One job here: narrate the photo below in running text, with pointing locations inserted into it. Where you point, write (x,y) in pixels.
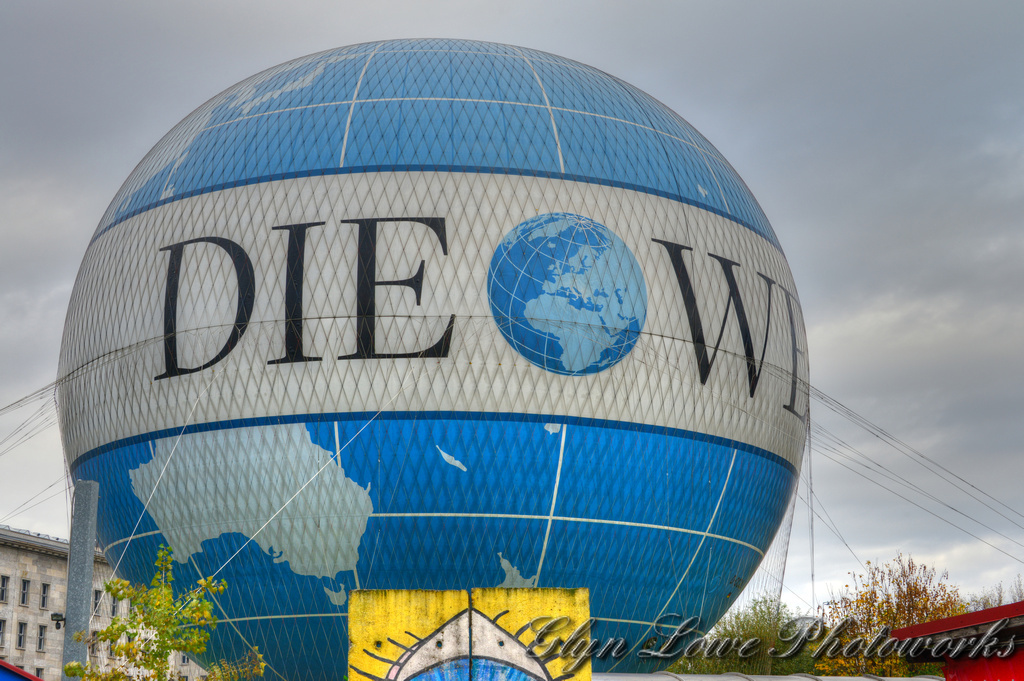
In this picture we can see a gas balloon (244,459), ropes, trees (193,635), building (22,605) with windows (41,644), some objects (74,582) and in the background (900,510) we can see the sky (887,496). At the bottom right corner of this picture (886,625) we can see some text (622,647).
